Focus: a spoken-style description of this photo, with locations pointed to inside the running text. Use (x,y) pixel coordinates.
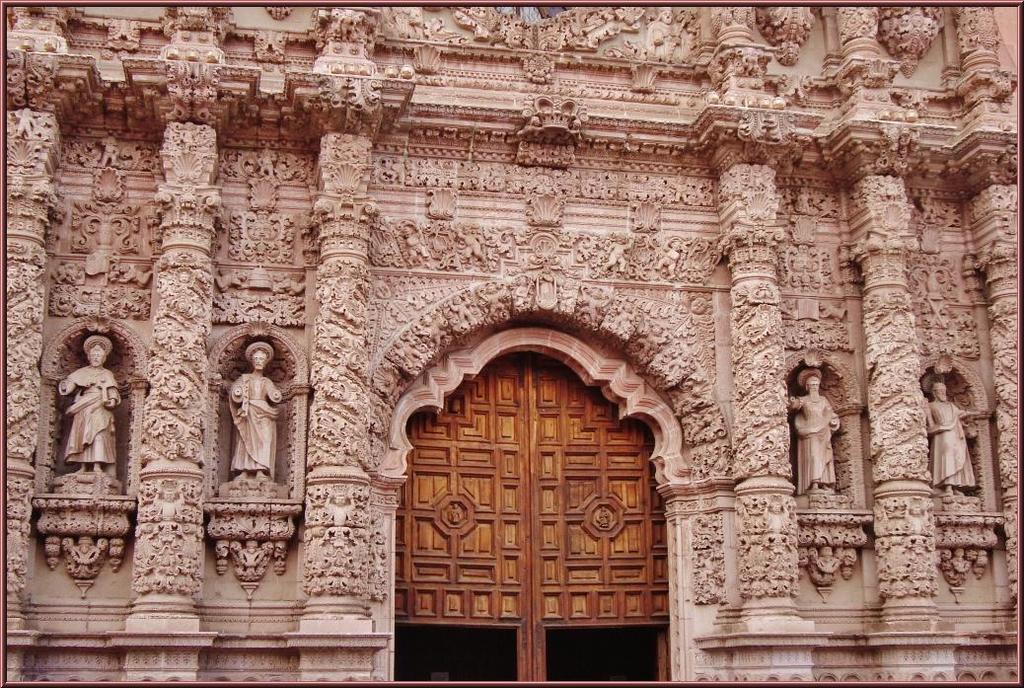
In the image there is a building (609,173) in the front (609,173) with many carvings (769,276) all over it with a door (563,472) in the middle (493,450).
